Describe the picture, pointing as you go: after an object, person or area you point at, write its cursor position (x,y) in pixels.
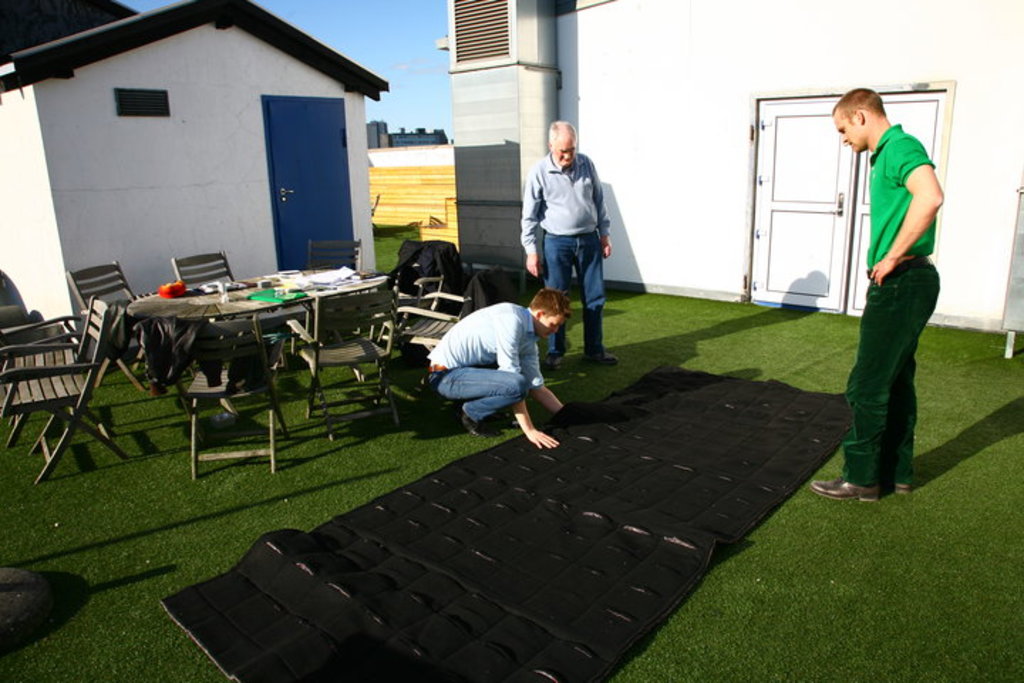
In this picture we see two houses (675,66) and three men (493,377) and a green grass (54,647) and a table (145,310) and Few chairs (319,318).
